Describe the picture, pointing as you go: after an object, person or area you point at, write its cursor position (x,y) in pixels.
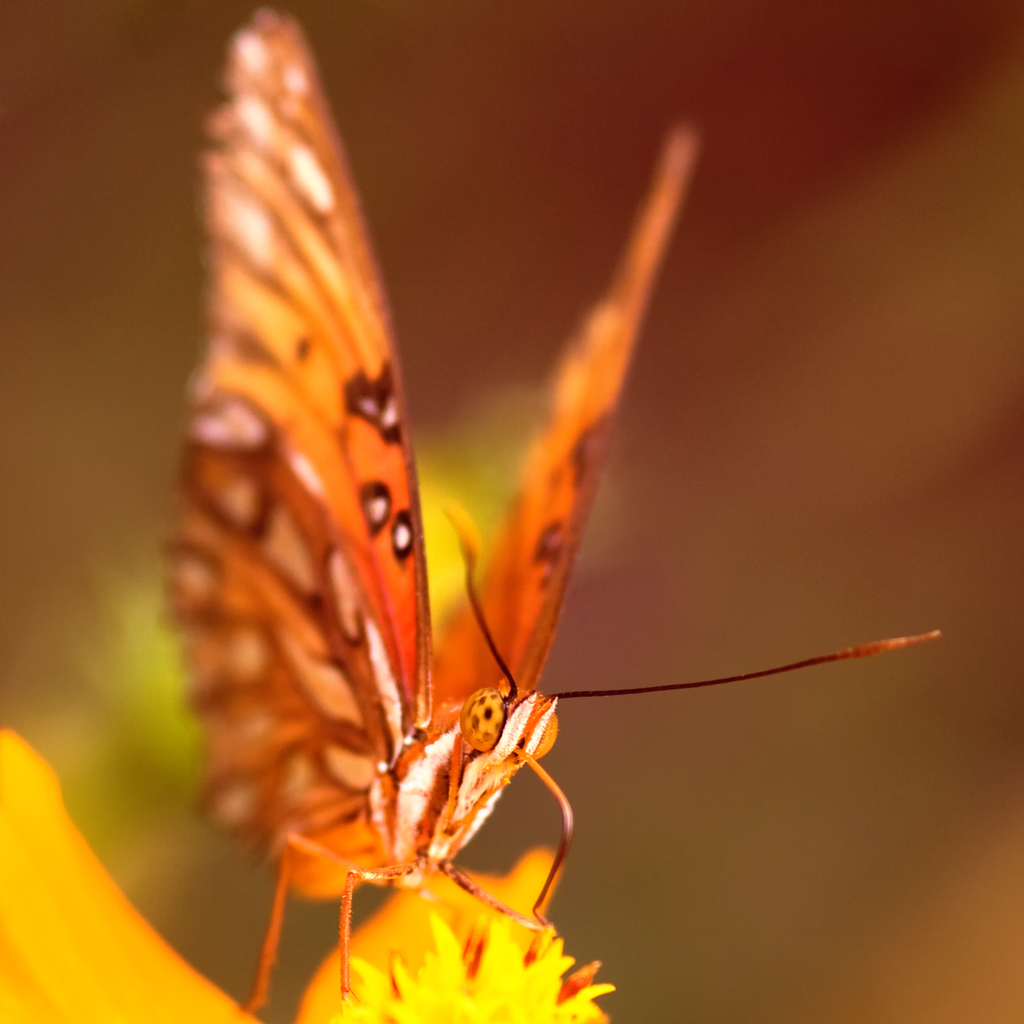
In this image, we can see a butterfly (394,641) on a flower (502,948). Background (658,1003) there is a blur view.
